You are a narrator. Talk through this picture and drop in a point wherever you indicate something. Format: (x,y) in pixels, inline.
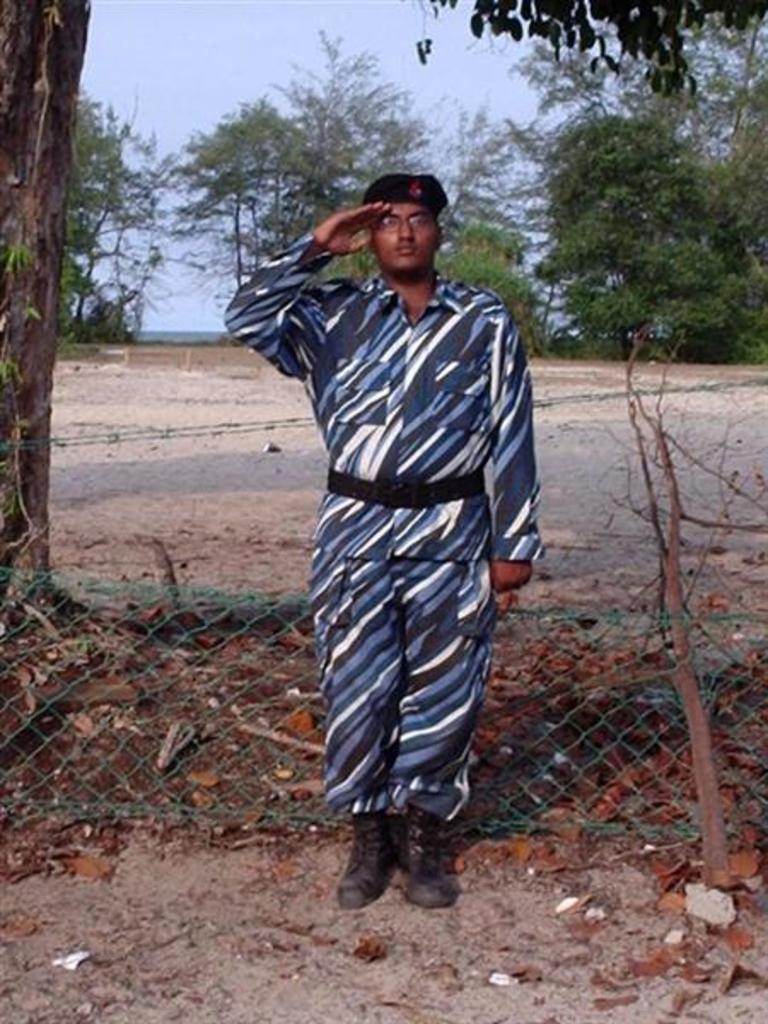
In the middle of the image (437,485) a man (317,308) is standing. Behind him there is a fencing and there are some trees (19,222). Top left side of the image (248,80) there is sky (260,15).
